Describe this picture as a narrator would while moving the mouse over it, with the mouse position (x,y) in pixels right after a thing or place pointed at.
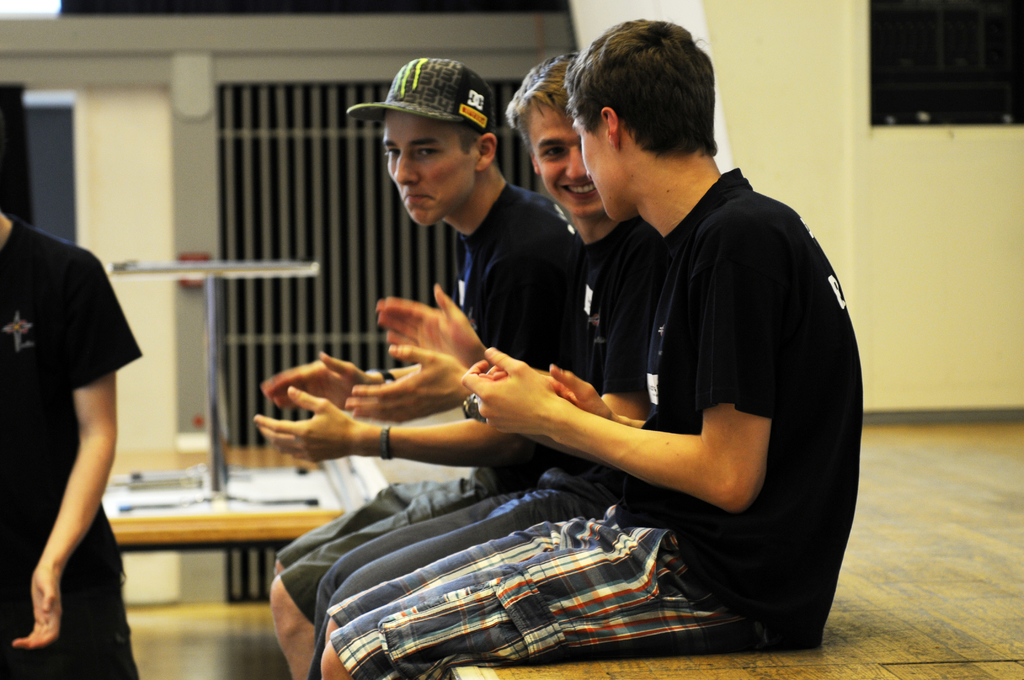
In the center of the image (552,295) we can see three persons (616,308) are sitting on a stage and clapping. On the left side of the image (56,391) a person (56,438) is there. In the background of the image (253,503) we can see tables (230,497), grills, wall (110,162), window (931,77). At the bottom of the image (195,636) we can see the floor (246,652).
